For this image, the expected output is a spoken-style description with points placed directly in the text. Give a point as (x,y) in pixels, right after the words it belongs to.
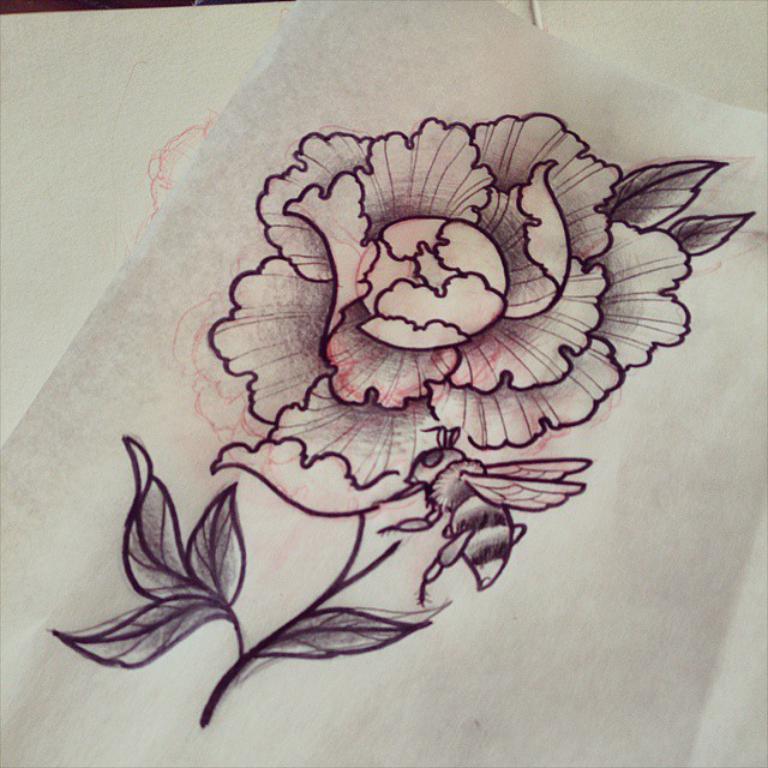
In this image we can see there is a sketch art (634,258) of the flower (666,264).
